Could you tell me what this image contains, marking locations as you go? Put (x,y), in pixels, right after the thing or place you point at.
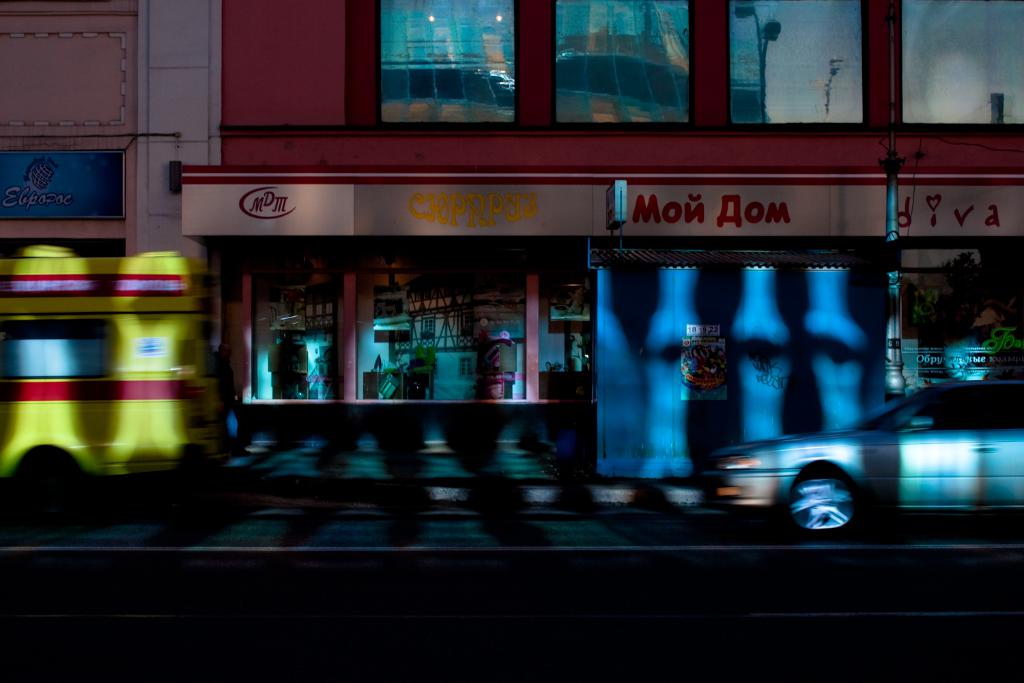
There are vehicles (755,445) on the road (627,548). In the background (120,56) we can see buildings (578,285), pole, and boards (937,231).
